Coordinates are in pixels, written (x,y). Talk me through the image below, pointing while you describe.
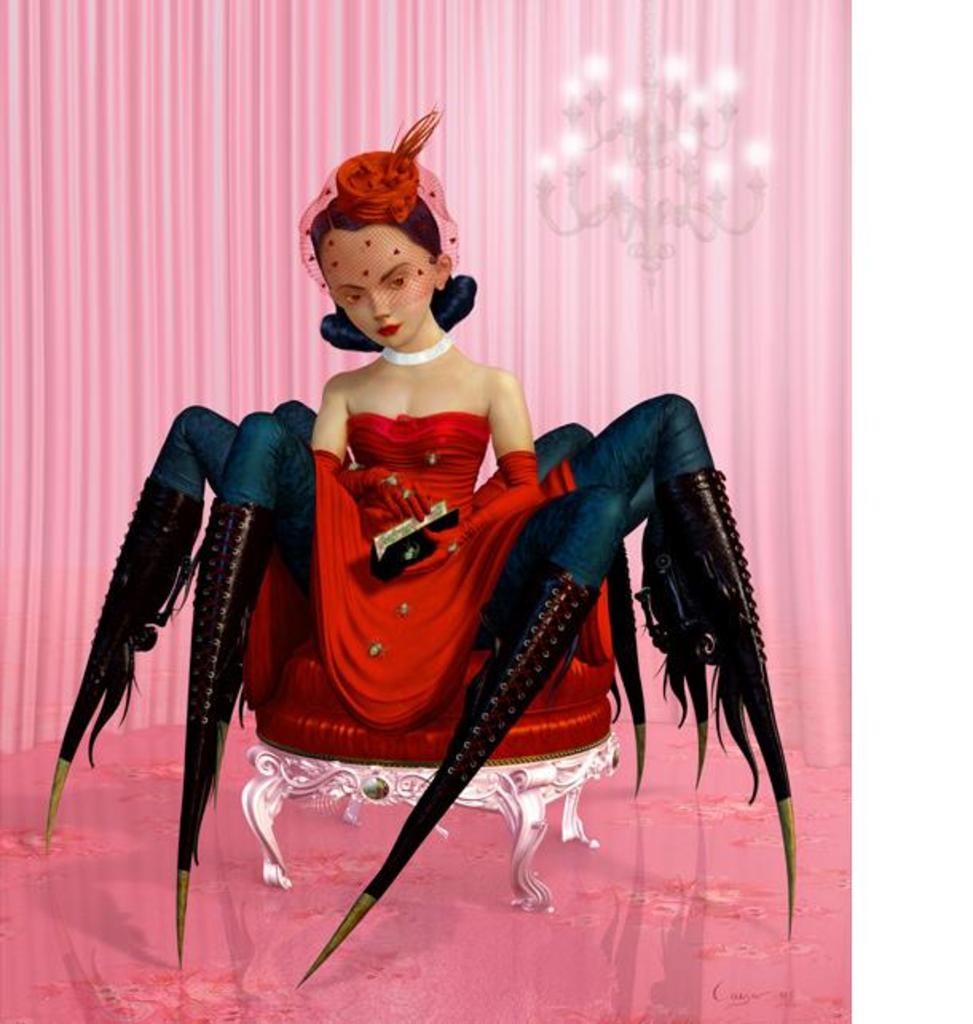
In the picture there is a doll (416,598), it has multiple legs (670,531) and it is wearing red dress (416,653), behind the doll (453,603) there is a lamp (654,226) behind the pink color curtain (325,143).
